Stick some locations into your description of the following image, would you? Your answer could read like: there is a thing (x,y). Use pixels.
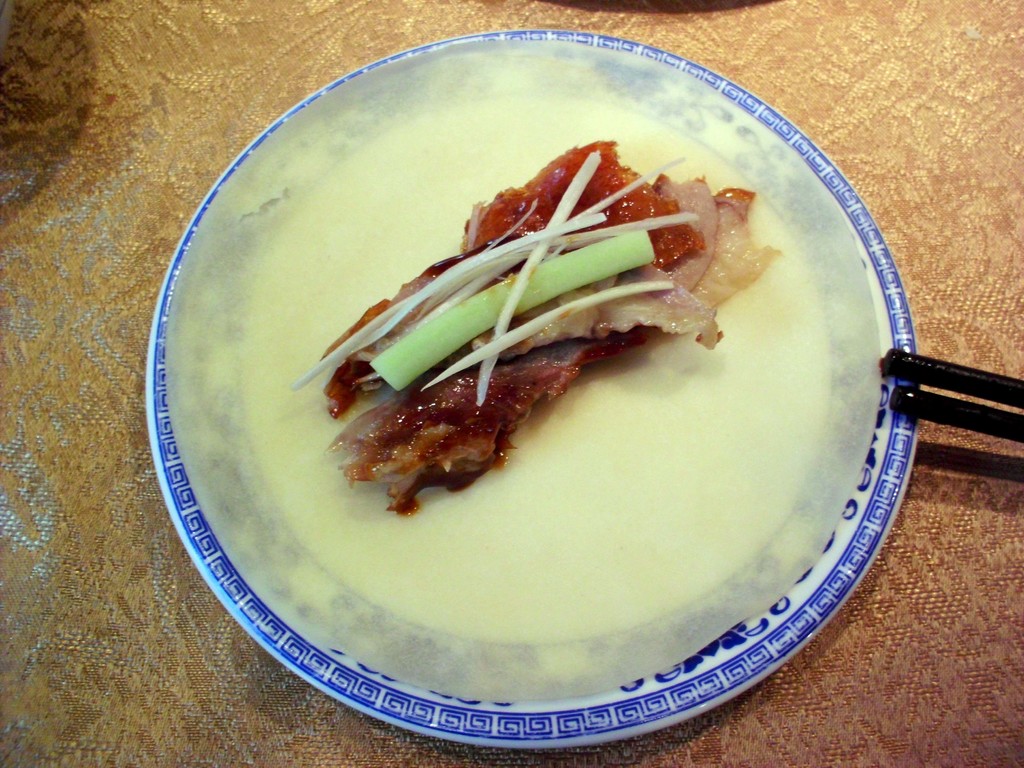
In this image I can see the plate (619,711) with food (466,386). I can see the plate (466,712) is in white and blue color. I can see the food (498,382) is in white, green and brown color. It is on the brown color surface (191,700).
